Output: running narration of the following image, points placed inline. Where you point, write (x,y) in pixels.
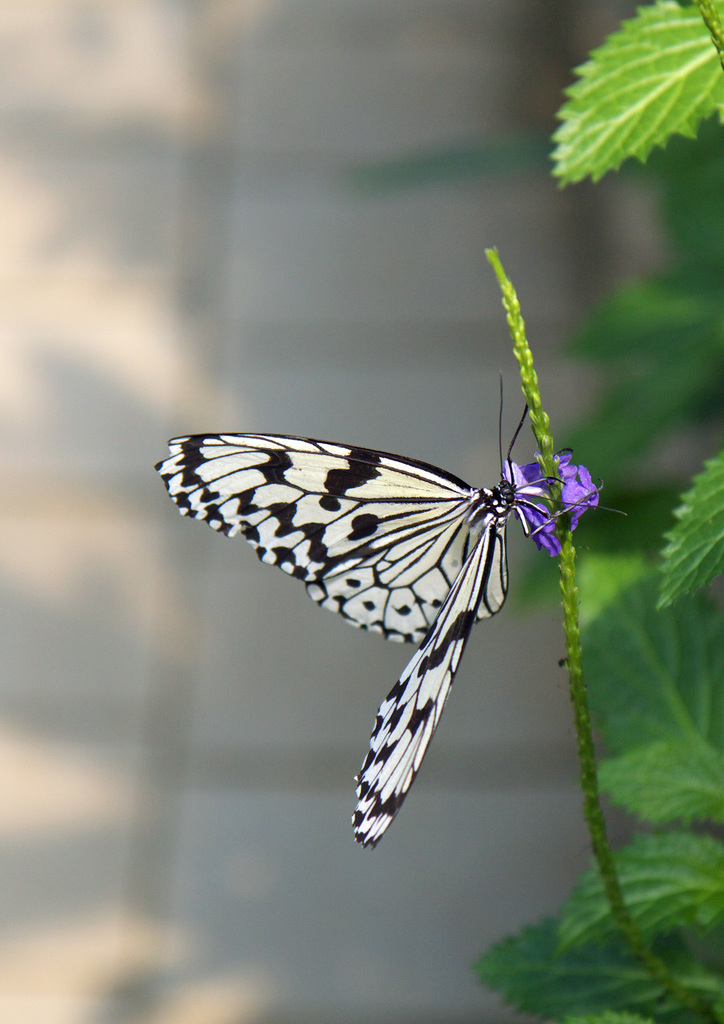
In the image there is a butterfly (432,582) standing on a purple flower plant (551,489) and the background (690,303) is blurry.
